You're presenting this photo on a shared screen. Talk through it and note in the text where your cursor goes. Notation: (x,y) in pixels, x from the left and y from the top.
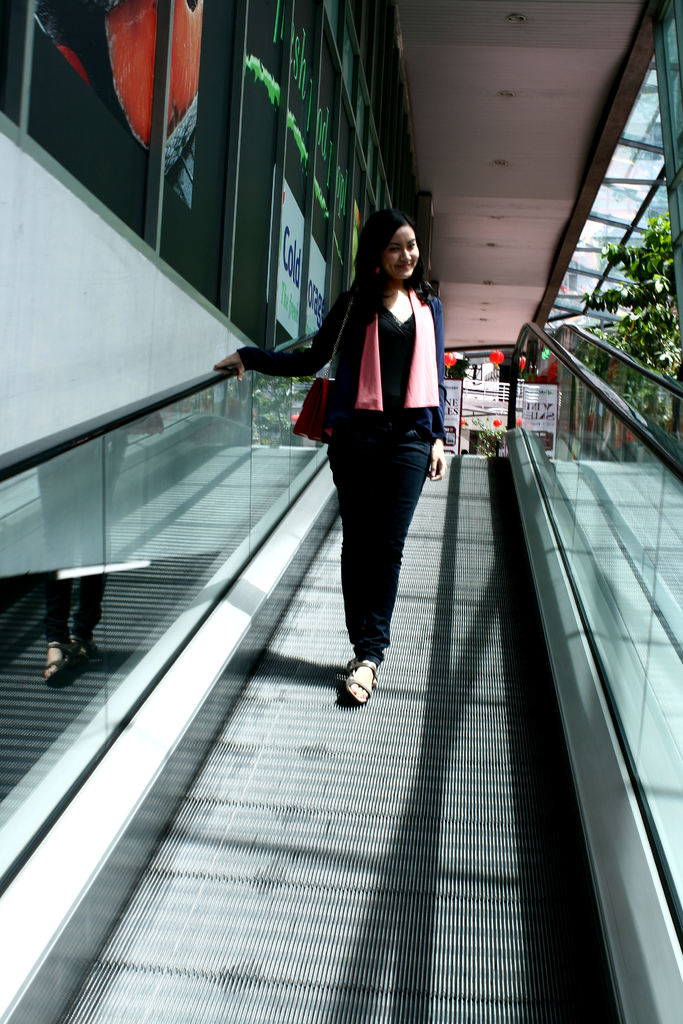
In this image I can see the escalator (444,778) and a woman (391,525) wearing black and pink colored dress (379,398) and bag (326,390) is standing on the escalator (398,642). I can see a tree (652,281) which is green in color, the ceiling (517,216), few lights (496,163) to the ceiling (503,152), few red colored balloons (461,424) and few banners (299,167) which are black, white and green in color.
